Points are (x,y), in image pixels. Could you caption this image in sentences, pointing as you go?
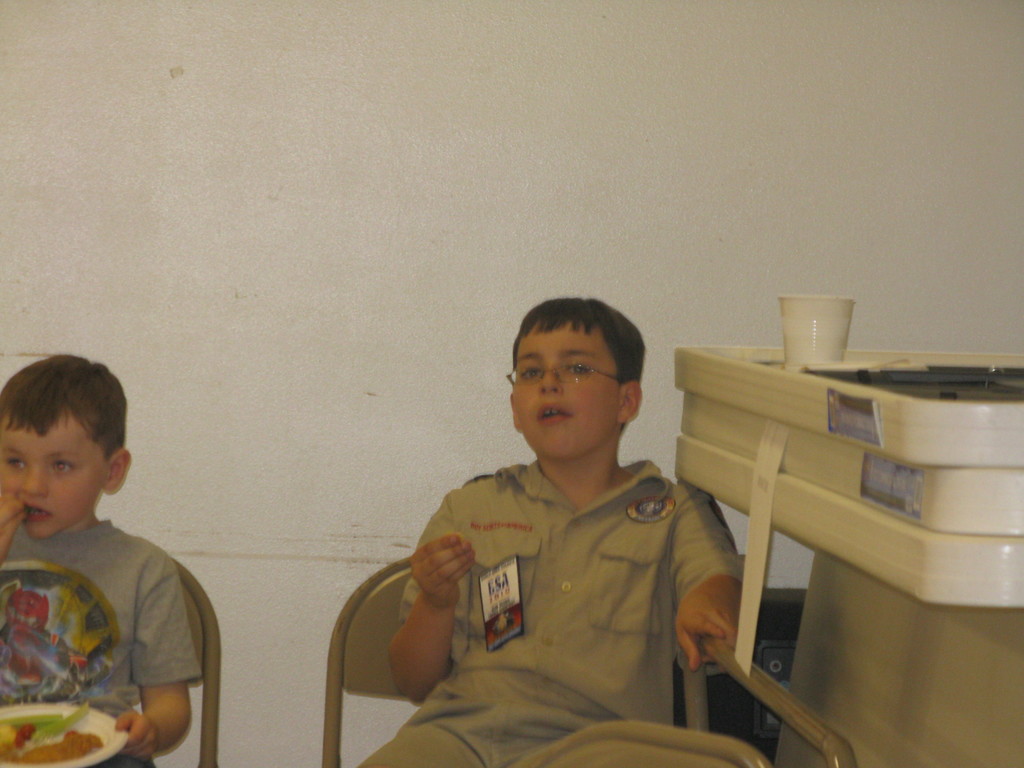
In the image there are two kids (73,597) sitting on the chairs (344,657) in front of the wall (319,222) and on the right side (897,640) there is a cup (787,326) kept on some object (812,539).
